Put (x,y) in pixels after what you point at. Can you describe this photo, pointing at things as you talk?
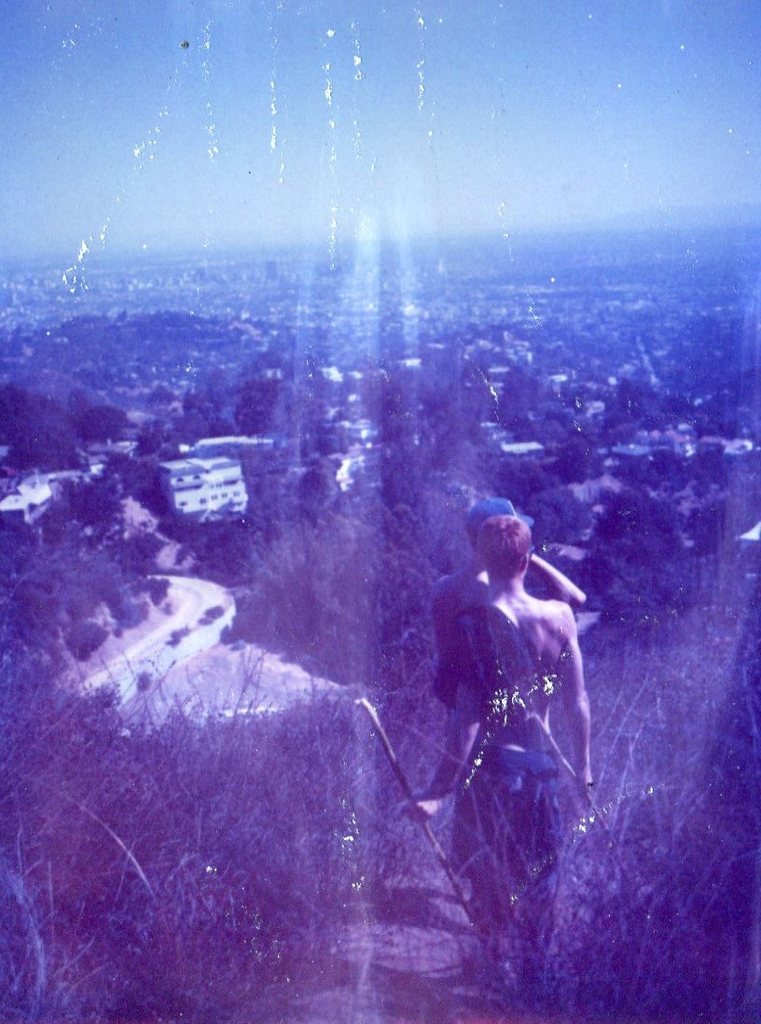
In this image, we can see two persons (472,613) standing in between plants (638,874). The person (533,820) who is at the bottom of the image (501,883) holding sticks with his hands (433,802). There are buildings (187,482) and trees (338,511) in the middle of the image (358,524). There is a sky (422,143) at the top of the image (401,134).
